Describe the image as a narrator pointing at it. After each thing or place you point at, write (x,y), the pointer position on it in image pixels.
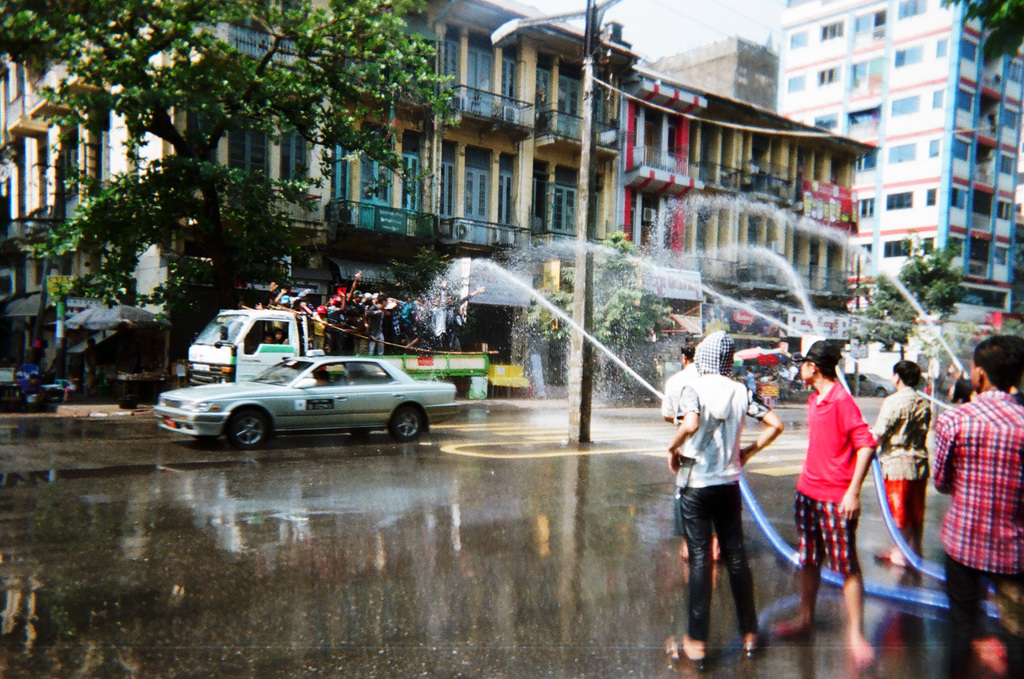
This image is clicked outside. There are trees (188,176) on the left side (187,243) and right side (938,256). There are buildings (24,147) in the middle (559,274). There are vehicles (253,408) in the middle (342,374). There are some persons (1012,550) on the right side (855,485), holding pipes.
